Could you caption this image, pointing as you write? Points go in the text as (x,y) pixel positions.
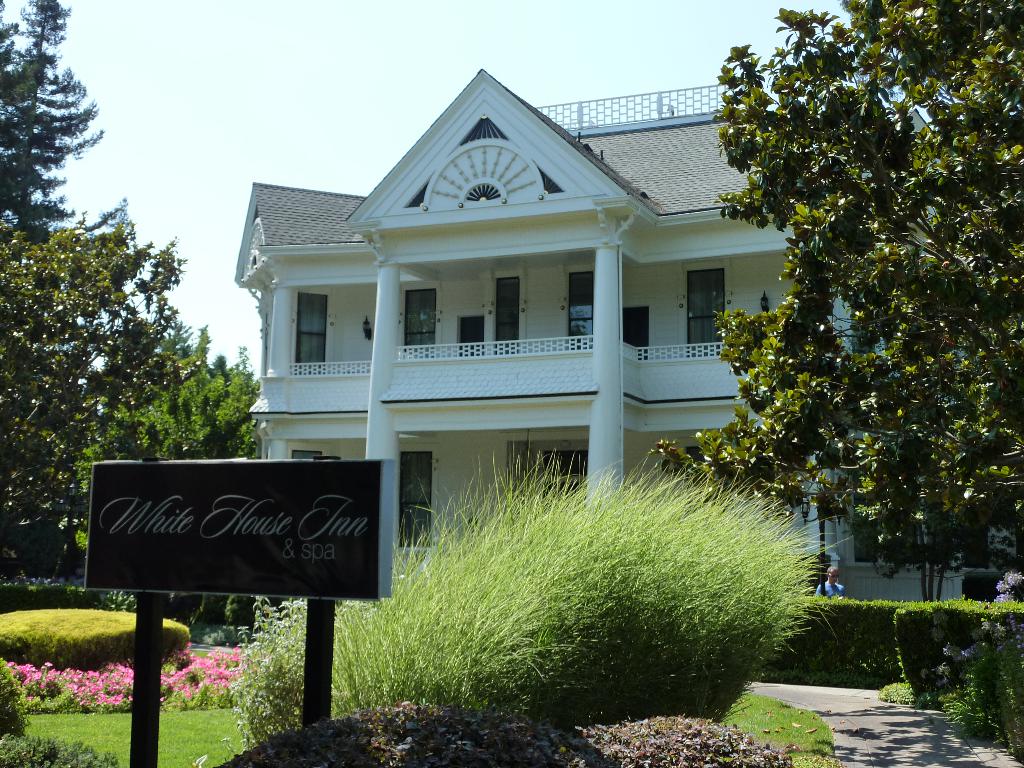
In this image we can see building (483,246), bushes (532,546), flowers (227,681), shrubs (810,673), road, person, trees (864,320), name board (153,491) and sky (194,249).
